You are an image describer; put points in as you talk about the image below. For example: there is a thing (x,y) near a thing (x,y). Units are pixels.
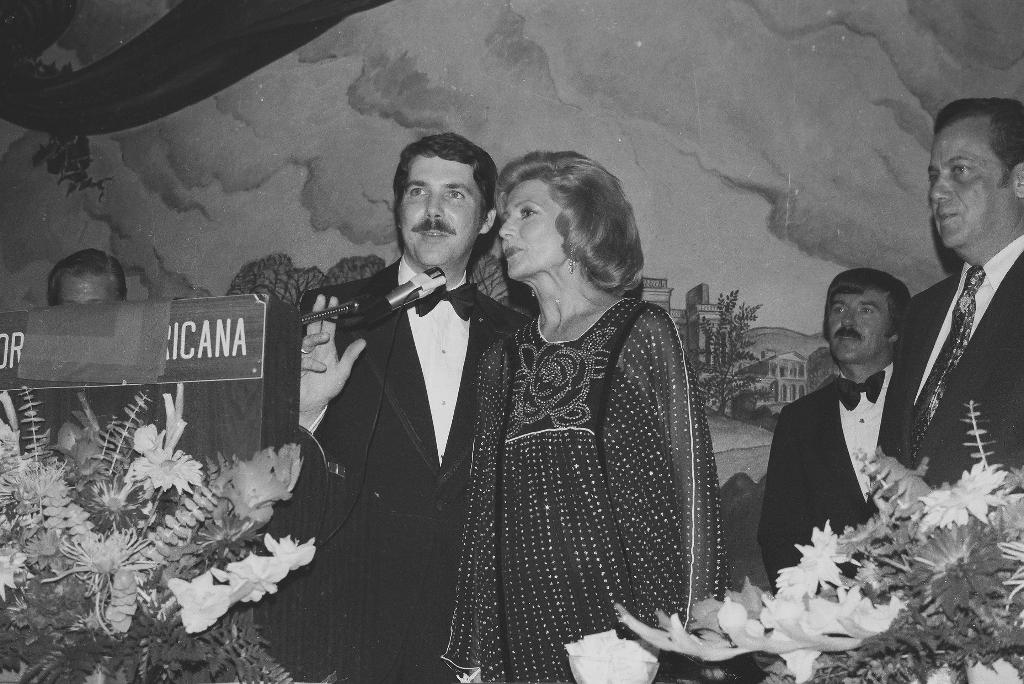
This is a black and white image. In the image there are bouquets (230,593) with flowers (287,485). And also there is a podium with mic (423,291). Beside the podium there is a man (321,307) and a woman (541,373) standing. In the image there are few men (769,501) standing. Behind them there is a wallpaper (714,176) with clouds (243,194), buildings (754,374) and trees (723,350). At the top of the image (158,90) there is a curtain (177,59).
